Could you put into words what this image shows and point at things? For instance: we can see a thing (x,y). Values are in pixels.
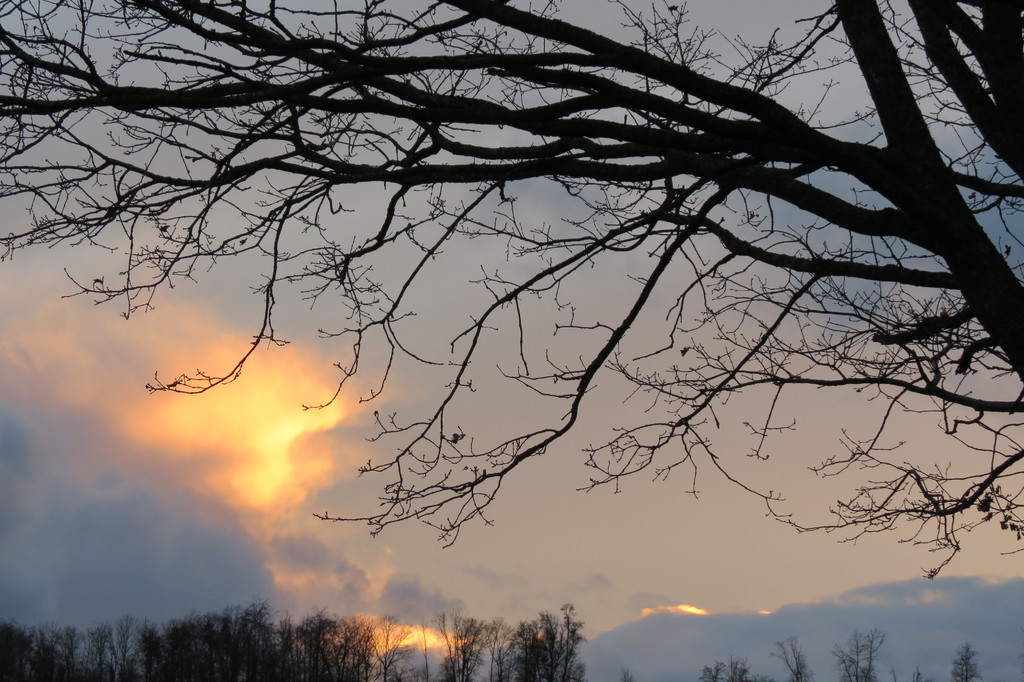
In this image we can see a tree (910,227) on the right side (910,227). Here we can see the trees (473,674) at the bottom (855,655). This is a sky (781,603) with clouds (274,496).
